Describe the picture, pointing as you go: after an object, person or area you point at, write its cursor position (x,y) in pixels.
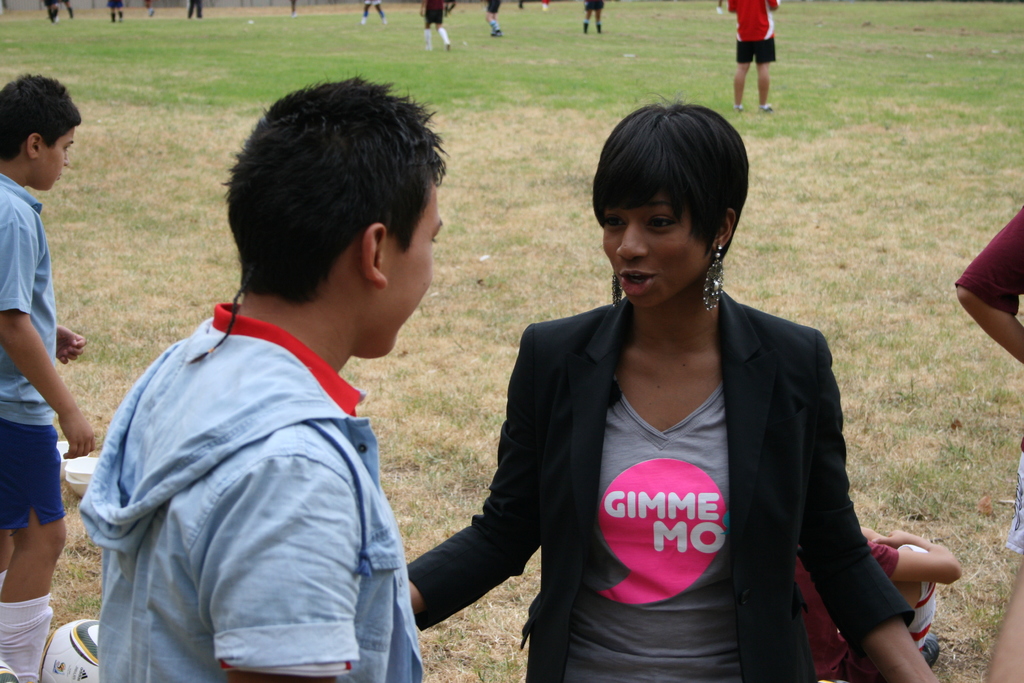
In this image we can see some group of persons (312,101) standing and some are playing game and in the foreground of the image (330,282) we can see a woman (668,463) wearing black color dress (577,441) talking to the man (222,472) who is wearing blue color dress (254,493) and there is a ball (62,658).
